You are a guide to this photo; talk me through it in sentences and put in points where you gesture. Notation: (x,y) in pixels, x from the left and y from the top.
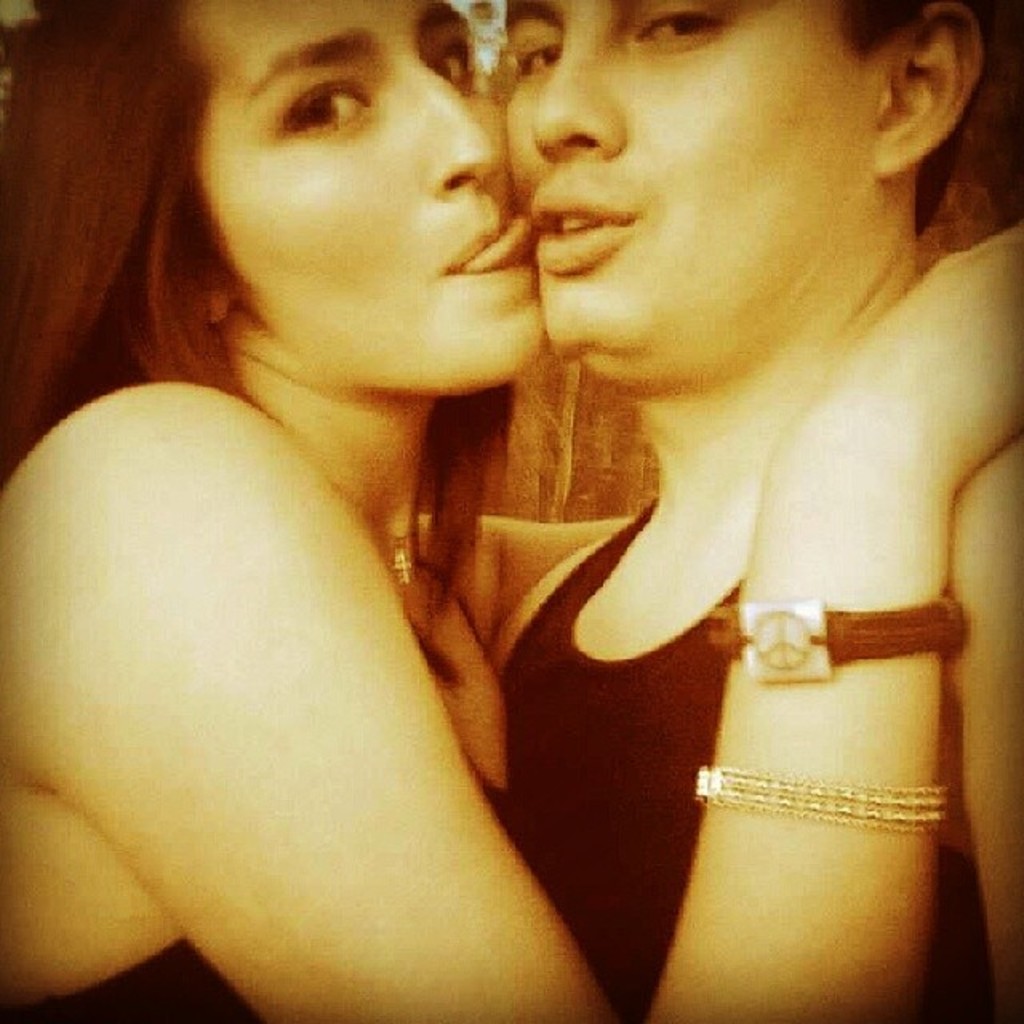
In this picture we can see two people (295,633) are taking pictures.
